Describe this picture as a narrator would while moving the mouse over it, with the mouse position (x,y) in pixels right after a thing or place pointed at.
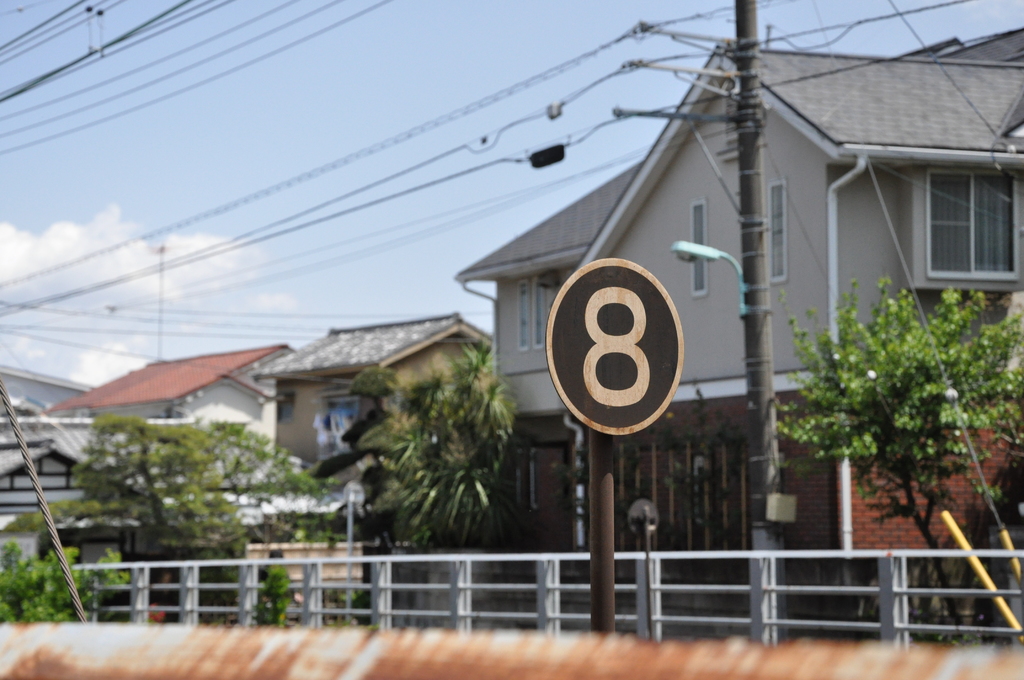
In the image we can see there is ¨8¨ number board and there are iron pole fencing (372,624). There are trees (998,382) and there is electrical wires pole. Behind there are buildings (855,193) and the sky (367,111) is clear.
